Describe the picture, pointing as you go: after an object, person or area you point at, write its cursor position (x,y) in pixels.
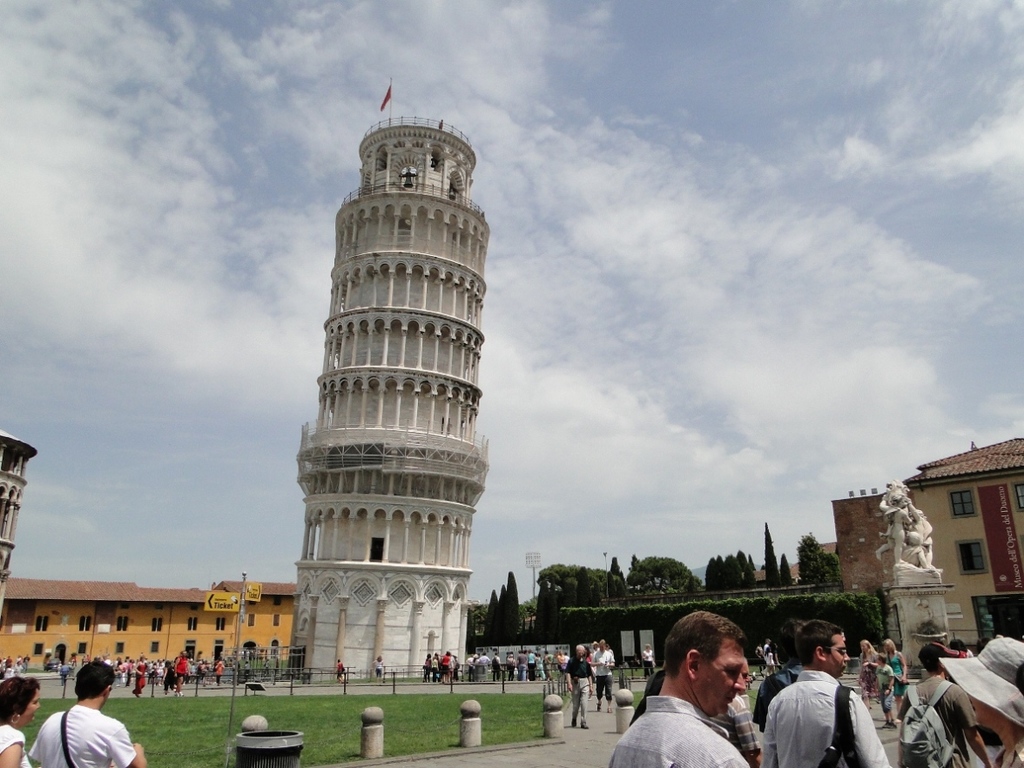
In the center of the image (462,300) we can see a tower (470,414) with several pillars (481,300) and a flag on it. We can also see a group of people (343,668) standing on the ground (358,688), some poles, grass (341,712), a container (261,756), fence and the sign boards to the poles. We can also see a group of trees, some buildings (975,587) with windows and the sky (725,404) which looks cloudy.
